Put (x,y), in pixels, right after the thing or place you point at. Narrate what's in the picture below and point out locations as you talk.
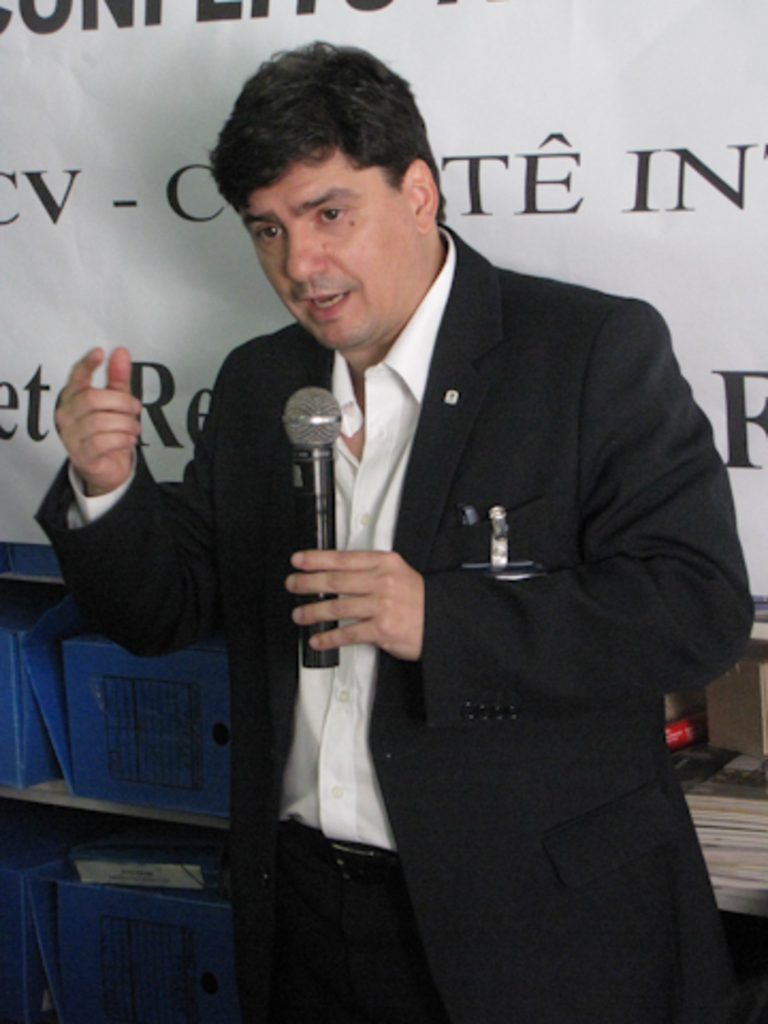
In the middle of the image (342,383) a man (487,277) is holding a microphone (317,428) and speaking. Behind him there is a banner (472,220).
